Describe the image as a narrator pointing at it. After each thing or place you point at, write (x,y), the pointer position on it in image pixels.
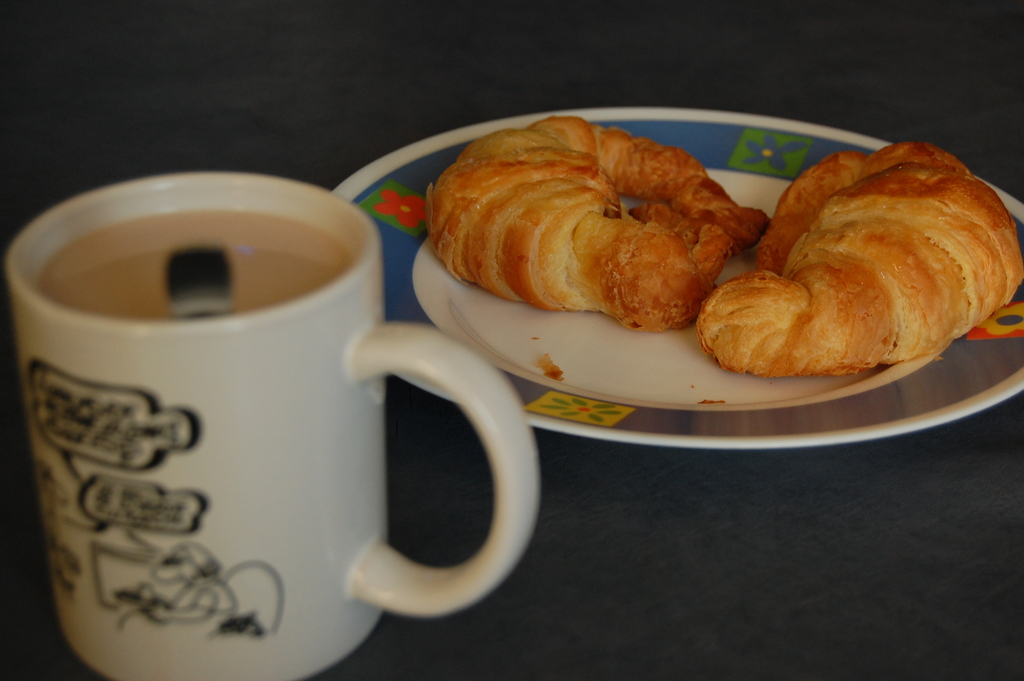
In the picture I can see food items (736,293) in a plate (611,323) and a white color cup (486,543). The background of the image (336,96) is blurred.
